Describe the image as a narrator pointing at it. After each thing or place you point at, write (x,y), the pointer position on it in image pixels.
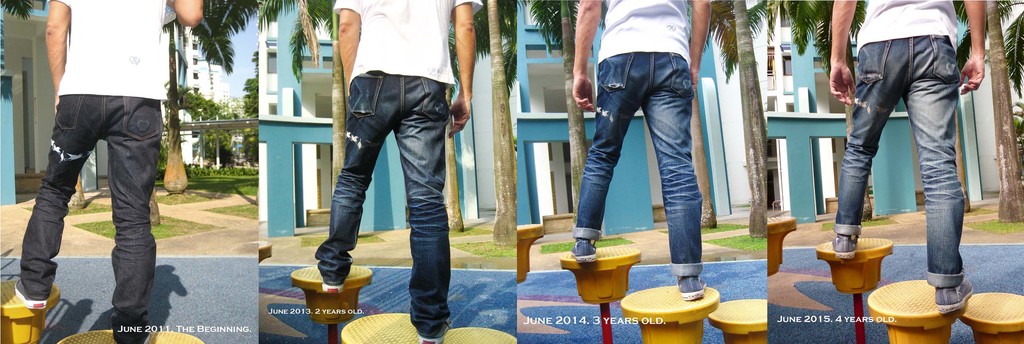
This is the collage of four images where we can see a man (123,128), stands (16,325), road (186,284), trees (228,59), grassy land (214,179), buildings (219,95) and sky (245,71).
